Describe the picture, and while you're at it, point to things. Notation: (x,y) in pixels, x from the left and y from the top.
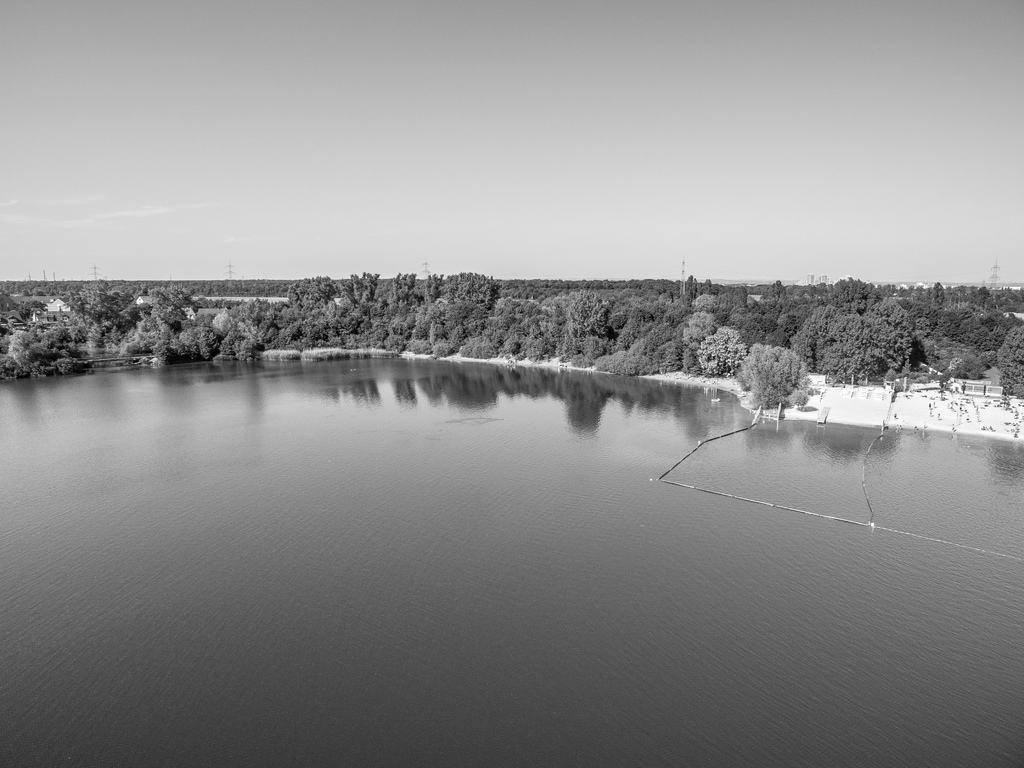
In the picture I can see trees (547,321), the water (623,561) and towers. In the background (362,142) I can see the sky (381,124). This picture is black and white in color.
